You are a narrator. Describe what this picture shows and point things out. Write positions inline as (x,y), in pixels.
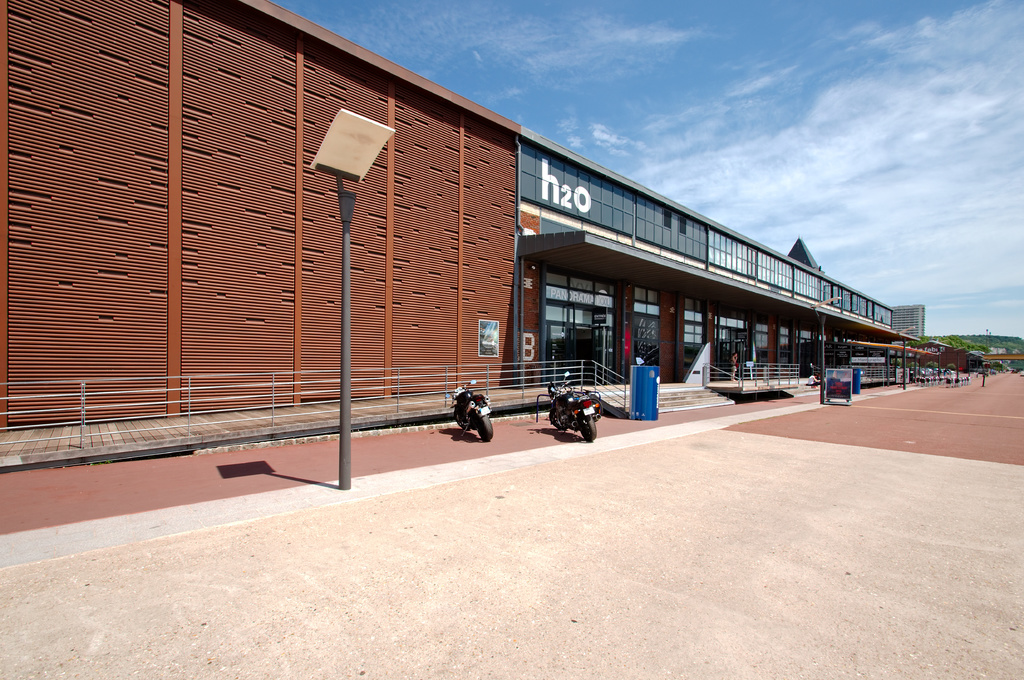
At the bottom of the picture (534,572), we see the road (686,567). We see the bikes (467,411) are parked on the road (551,457). Beside that, we see a pole (344,473) with the board (375,142). Beside that, we see a blue color board (640,404). Beside that, we see the staircase (680,407) and a railing (510,383). Behind that, we see a building (418,272) in brown color. Beside that, we see a building (648,293) which has glass doors (744,331) and windows (782,335). On the right side (875,349), we see the boards (881,361). There are trees (970,344) and buildings (974,359) in the background (951,340). At the top of the picture (849,95), we see the sky (705,166).
